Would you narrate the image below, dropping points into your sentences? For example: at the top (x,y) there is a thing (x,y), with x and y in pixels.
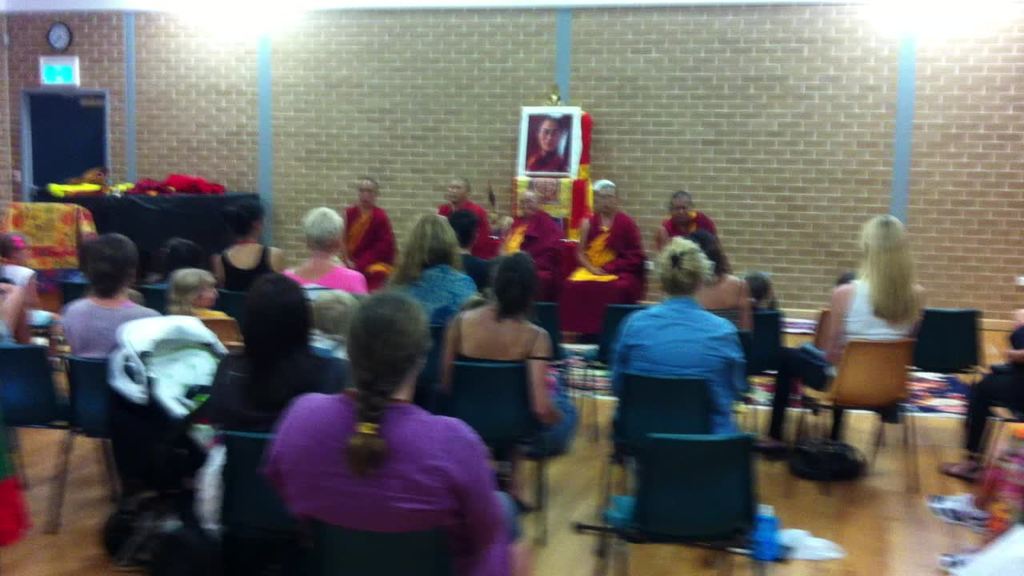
In this image we can see few people (803,350) sitting on the chairs (26,353), there are few objects (773,536) on the floor (836,517) and few objects (174,191) on the table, there is a photo frame (548,154), a clock (63,43) and a board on the wall (541,69).
